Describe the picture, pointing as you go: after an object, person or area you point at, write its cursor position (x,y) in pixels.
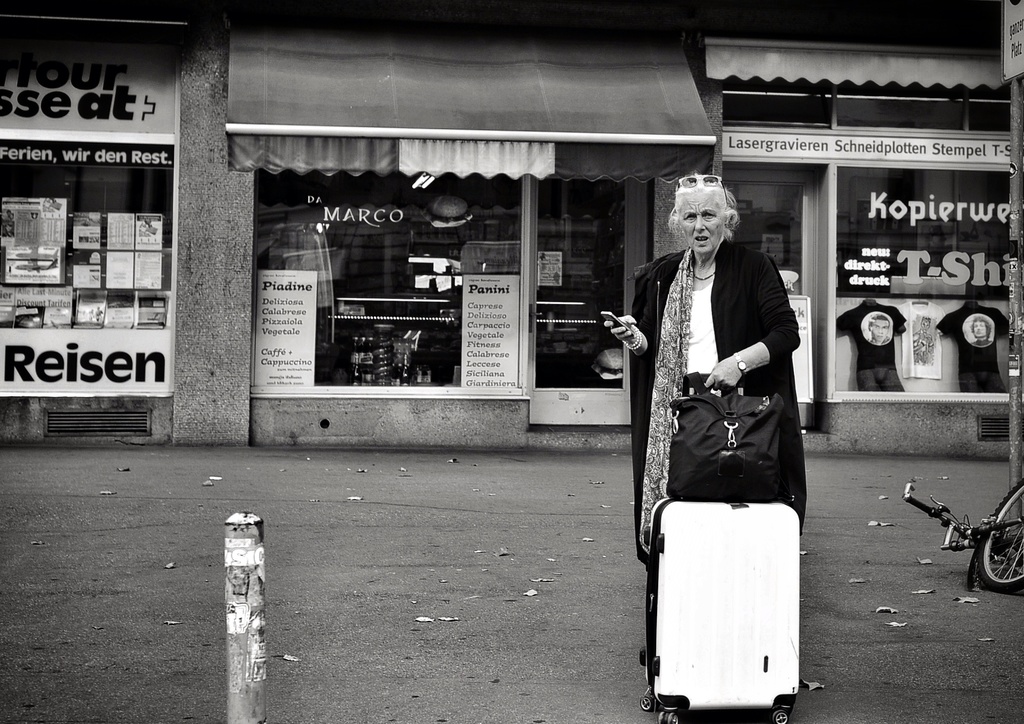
Black and white picture. This woman (709,289) is holding a luggage (684,584) and bag (702,424). background (81,221) there are stores (945,194). Through this glass (926,248) we can see t-shirts (937,331) and posters (49,216). Right side of the image (969,526) there is a bicycle (981,539).
